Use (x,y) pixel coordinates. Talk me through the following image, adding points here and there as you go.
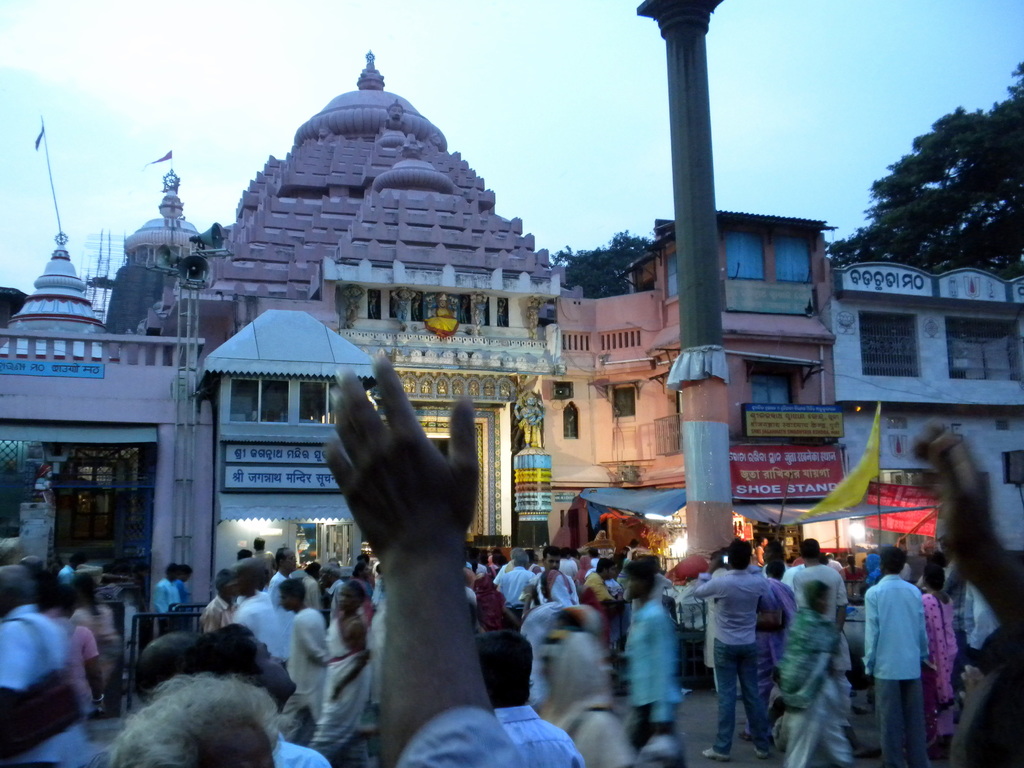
In this picture I can see buildings (622,346) and few people (807,695) standing and few (789,713) are walking and I can see a flag (826,508) and few trees (994,242) and a cloudy sky (564,100) and I can see couple of flags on the building (135,236) and a metal pole (684,295) and I can see text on the boards (832,476).
